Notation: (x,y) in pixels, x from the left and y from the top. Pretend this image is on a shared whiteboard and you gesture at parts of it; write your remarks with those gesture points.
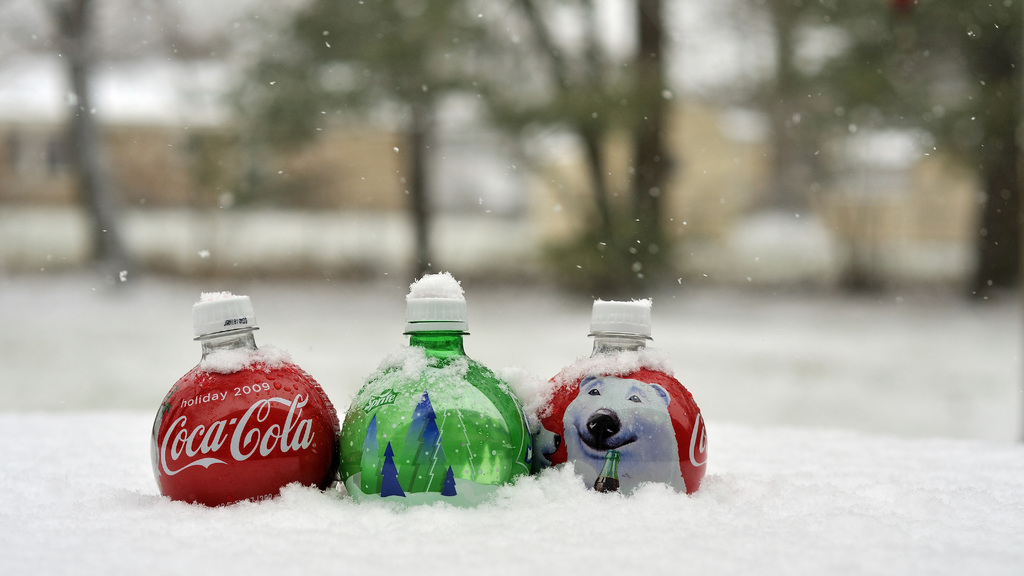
In this picture there were three bottles (686,486) covered in the snow (663,516). All the three bottles (443,446) are in red and green colors. In the background (859,88) there were some trees (775,137).
